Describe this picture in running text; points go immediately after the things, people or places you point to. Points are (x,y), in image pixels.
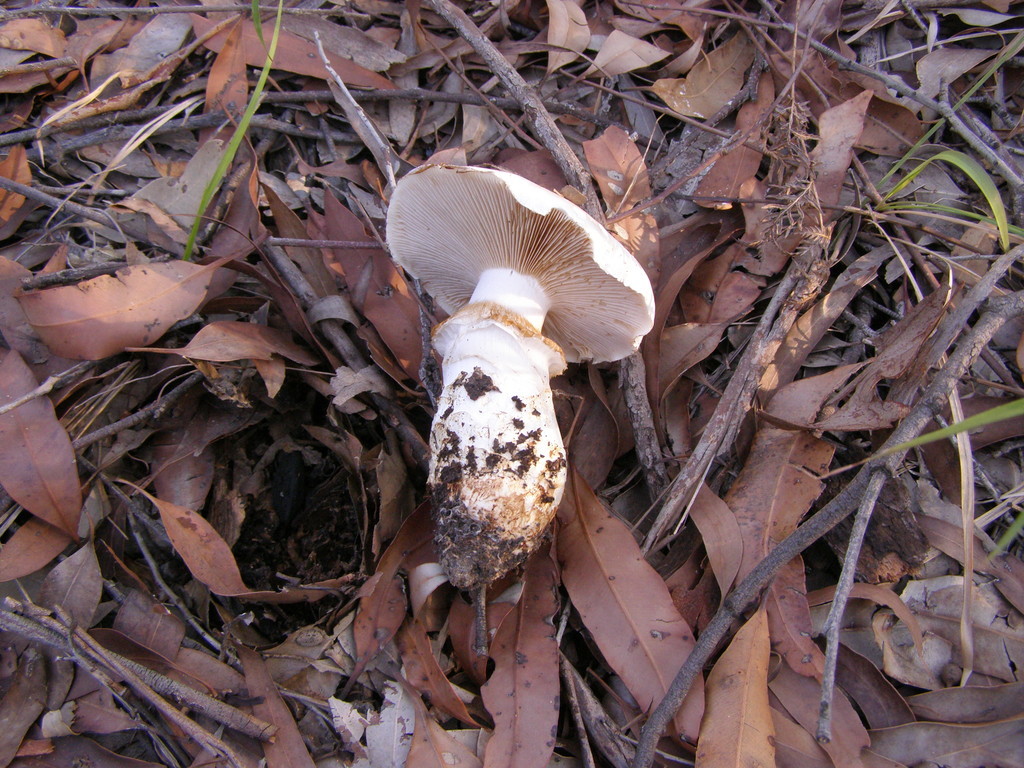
In this image, we can see a mushroom (453,475), dry leaves (730,219), green leaves (884,197) and twigs (1010,377).
